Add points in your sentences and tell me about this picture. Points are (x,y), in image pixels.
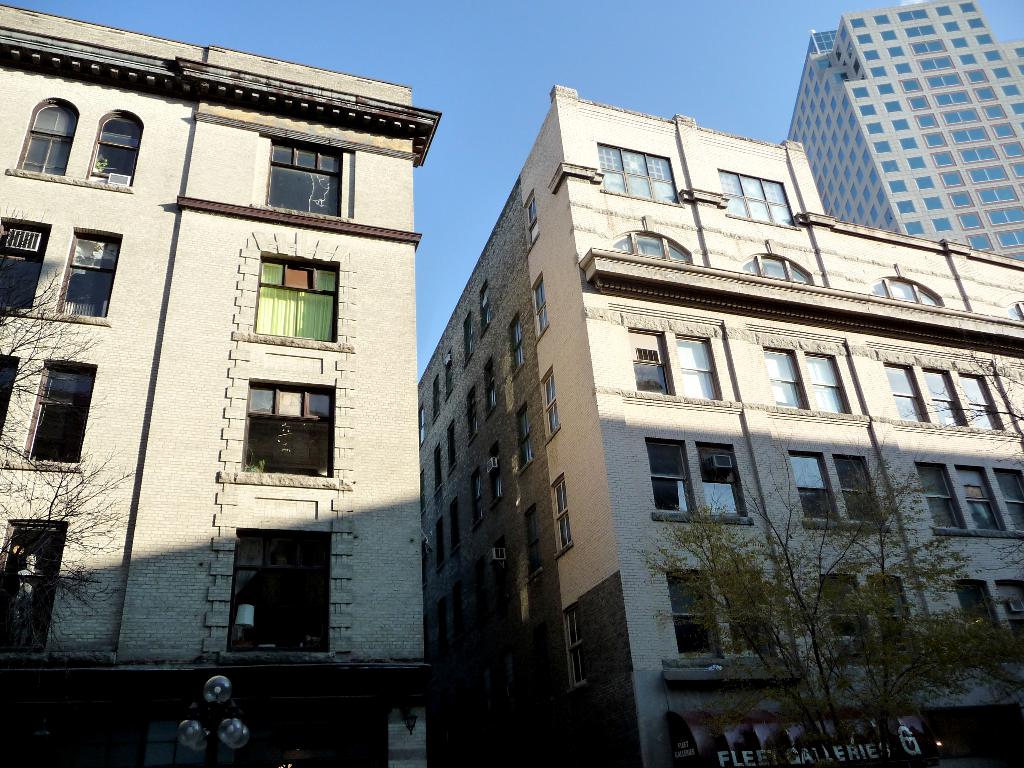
In this picture there is a white color building (644,537) with glass windows (684,458). In the front (693,752) bottom side there is a shop naming board (807,728) and some dry plant (823,617). In the background (911,118) we can see the tall white building (903,136).
